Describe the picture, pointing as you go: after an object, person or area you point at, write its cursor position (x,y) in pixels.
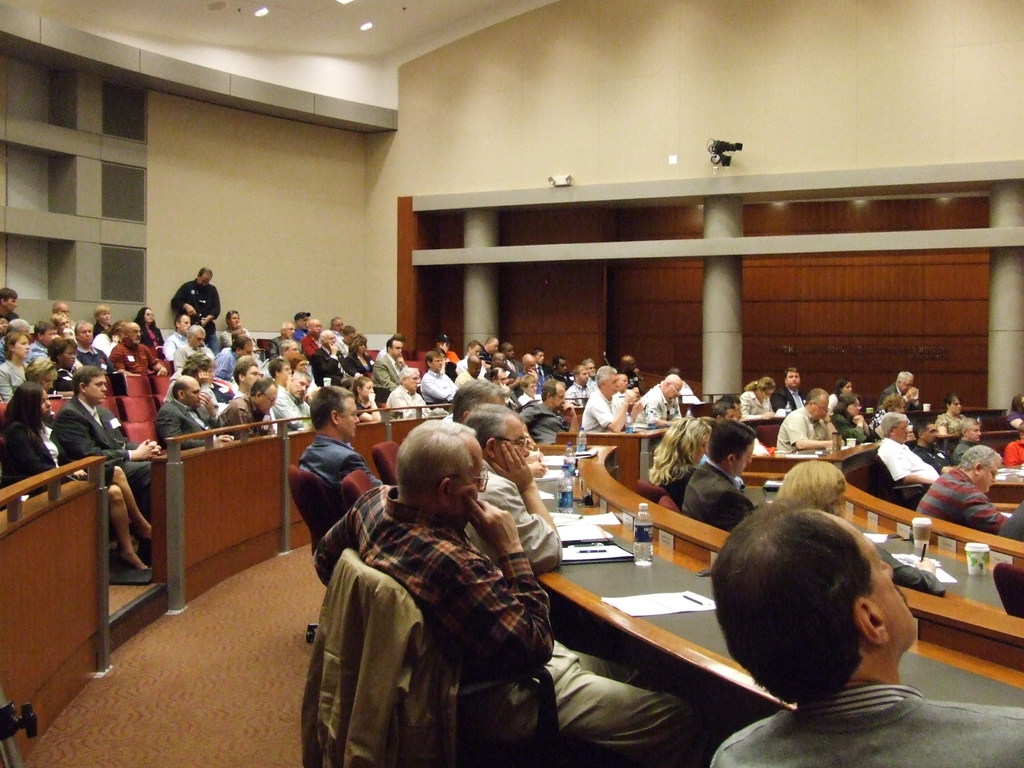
In this picture we can see a crowd of people (183,381) sitting on seats (149,415) and some are sitting on chairs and in front of them there is table (658,592) and on table (634,630) we can see paper (619,555), pen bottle (645,516), glass (913,521) and on this chair (428,648) we have jacket (369,707) and in background (297,191) we can see wall (218,190), pillar (488,290), light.
